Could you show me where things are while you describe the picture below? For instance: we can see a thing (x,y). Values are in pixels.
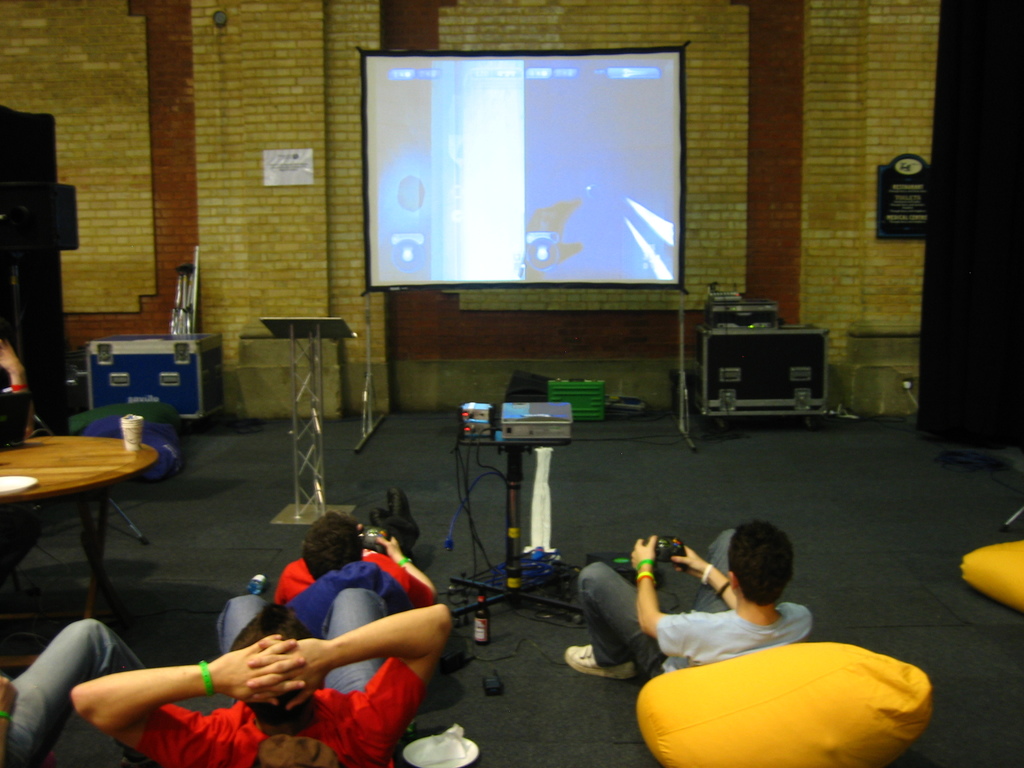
In this image we can see a few people (400,538), among them some people (390,558) are holding the objects (372,549), we can see a projector (519,137) with some images (526,154), there is a stand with some objects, generator boxes (130,341), pillows (855,650), podium (301,324) and a table (99,493), on the table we can see a glass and a plate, also we can see the wall (697,88).
